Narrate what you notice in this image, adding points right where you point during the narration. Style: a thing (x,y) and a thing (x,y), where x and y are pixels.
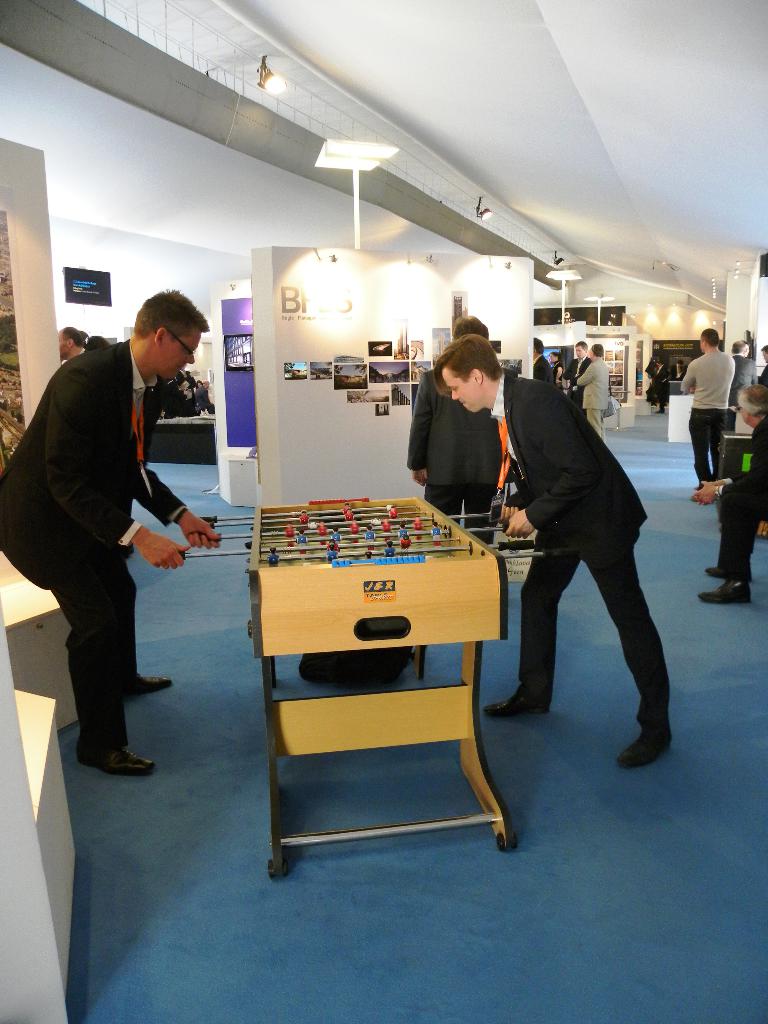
Two persons (99,406) are playing indoor football game. In the background (347,319) there is a wall (363,355) with photos (345,385), light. Many people (659,379) are over there. And the floor (436,865) is having blue carpet (578,920).
